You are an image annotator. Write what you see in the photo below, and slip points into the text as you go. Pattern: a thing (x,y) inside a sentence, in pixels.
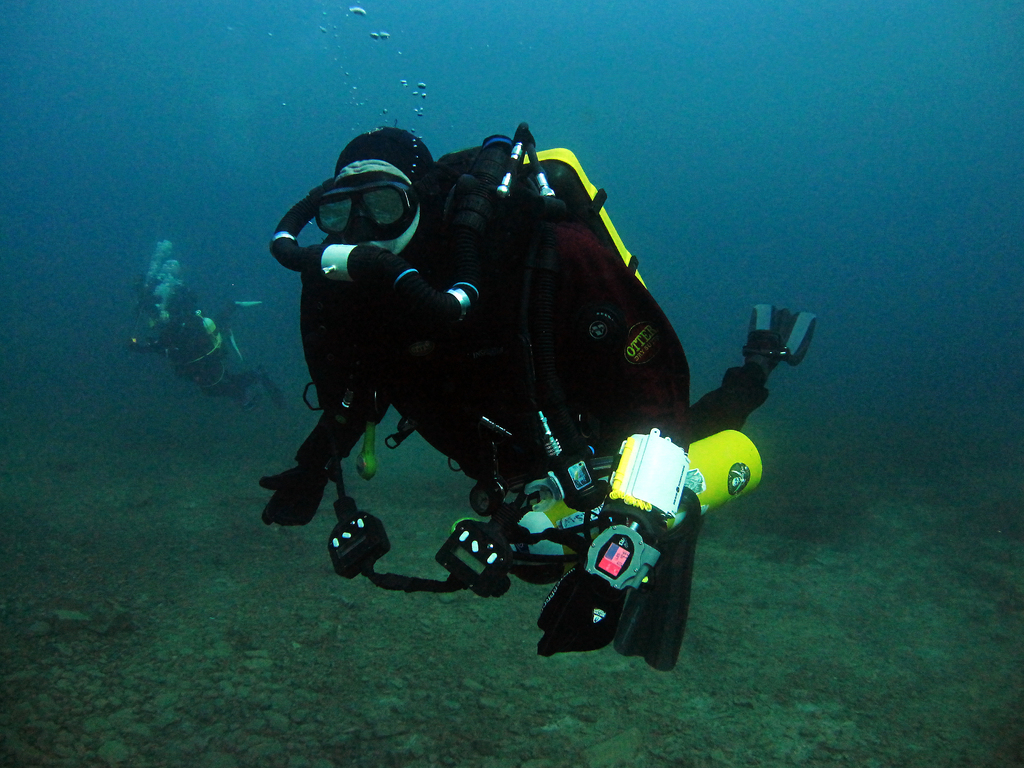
In this image, I can see two persons (473,339) under the water (125,306) with the oxygen cylinders (208,331) and swim fins (803,344).
